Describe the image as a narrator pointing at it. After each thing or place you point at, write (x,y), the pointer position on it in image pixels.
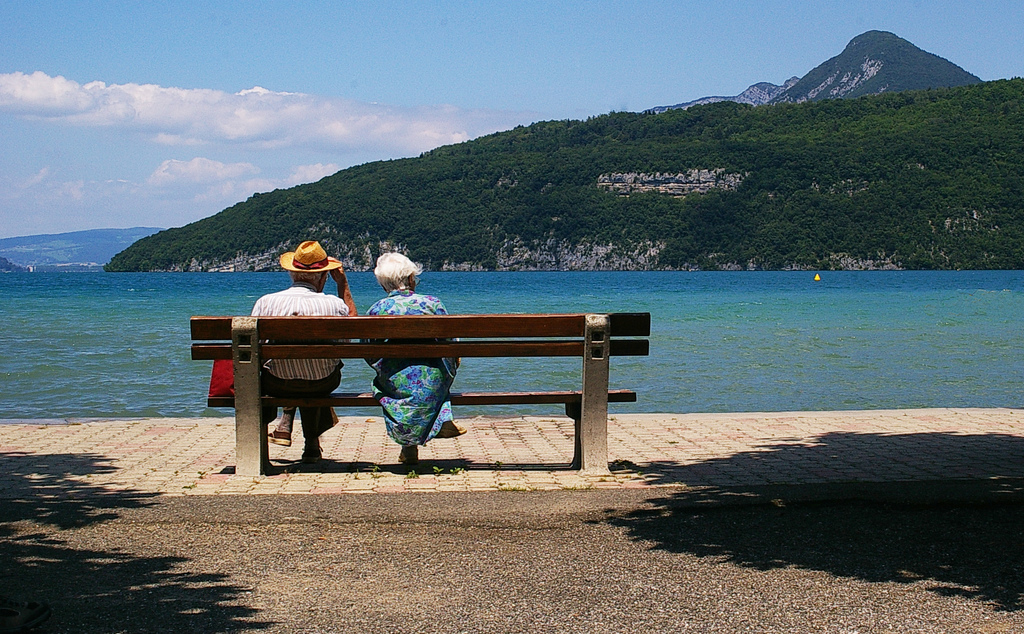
In this picture two people (312,310) are sitting on a bench (314,349), in front of them there is a beautiful scenic view of mountains (266,209), water (879,289).
